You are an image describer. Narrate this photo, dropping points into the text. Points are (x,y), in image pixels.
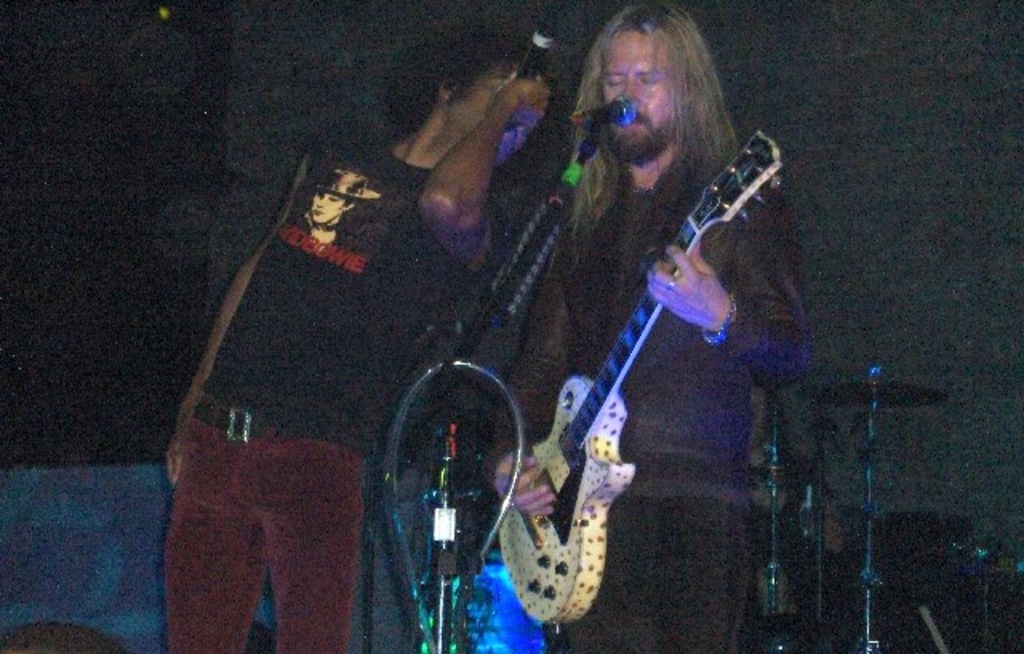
As we can see in the image there are two persons (702,348). The person (394,336) on the left (294,454) is holding mike (529,58) in his hand (542,76) and the person (704,404) on the right (685,261) is holding guitar (606,489) in his hand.
